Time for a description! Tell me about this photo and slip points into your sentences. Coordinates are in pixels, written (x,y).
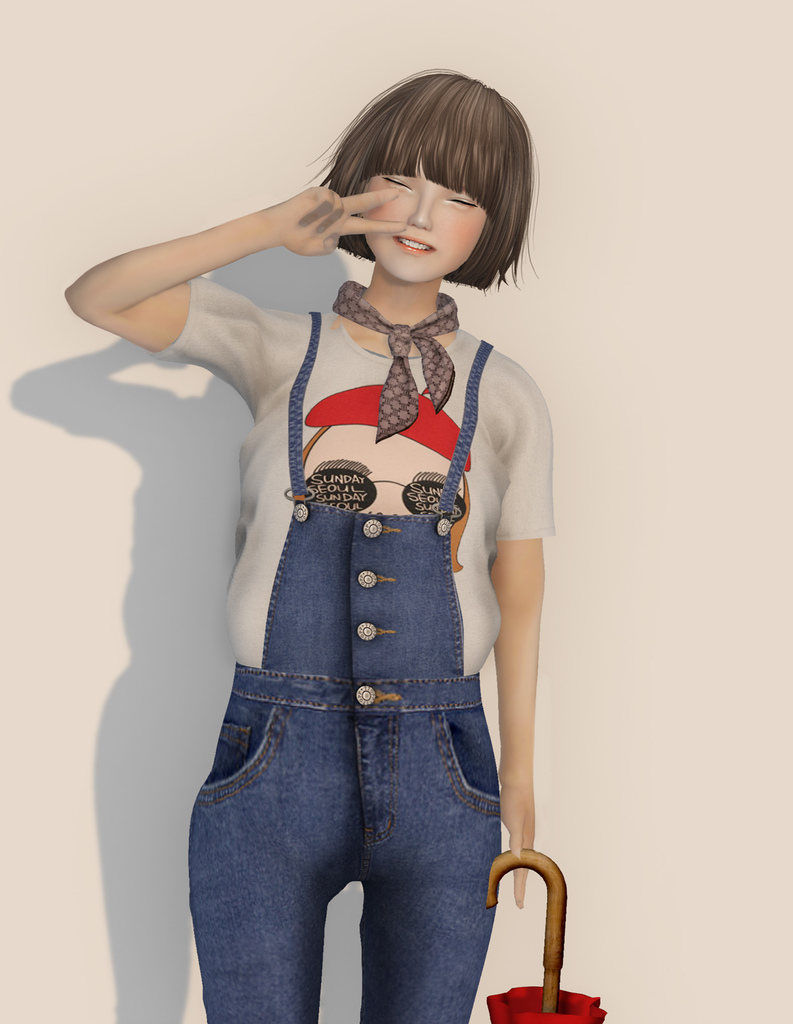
This is an animated image. There is a girl (299,686) standing and holding an umbrella (504,856). She is wearing a dungaree (344,654) and there is a white background (754,452).
